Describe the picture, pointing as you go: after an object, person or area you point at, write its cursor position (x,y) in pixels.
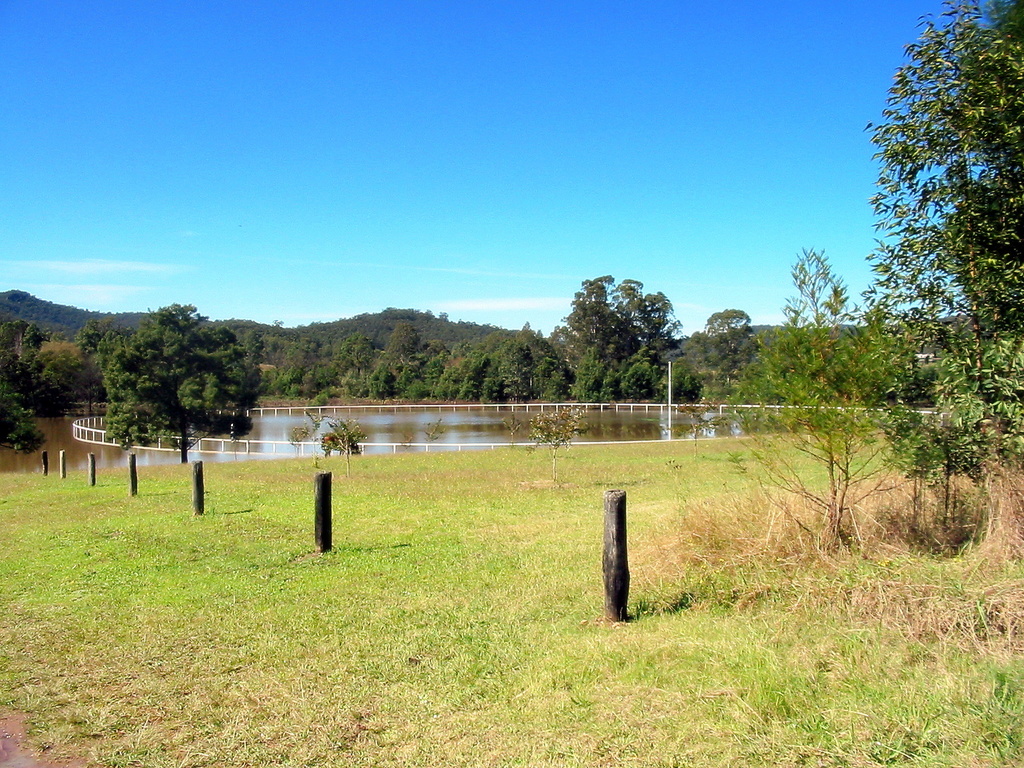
In this image we can see few wooden sticks (316,500) arranged in an order on the grass (541,536), there are few trees (429,359), water (81,445), white color railing (261,442) and the sky (460,137) on the top (496,147).
